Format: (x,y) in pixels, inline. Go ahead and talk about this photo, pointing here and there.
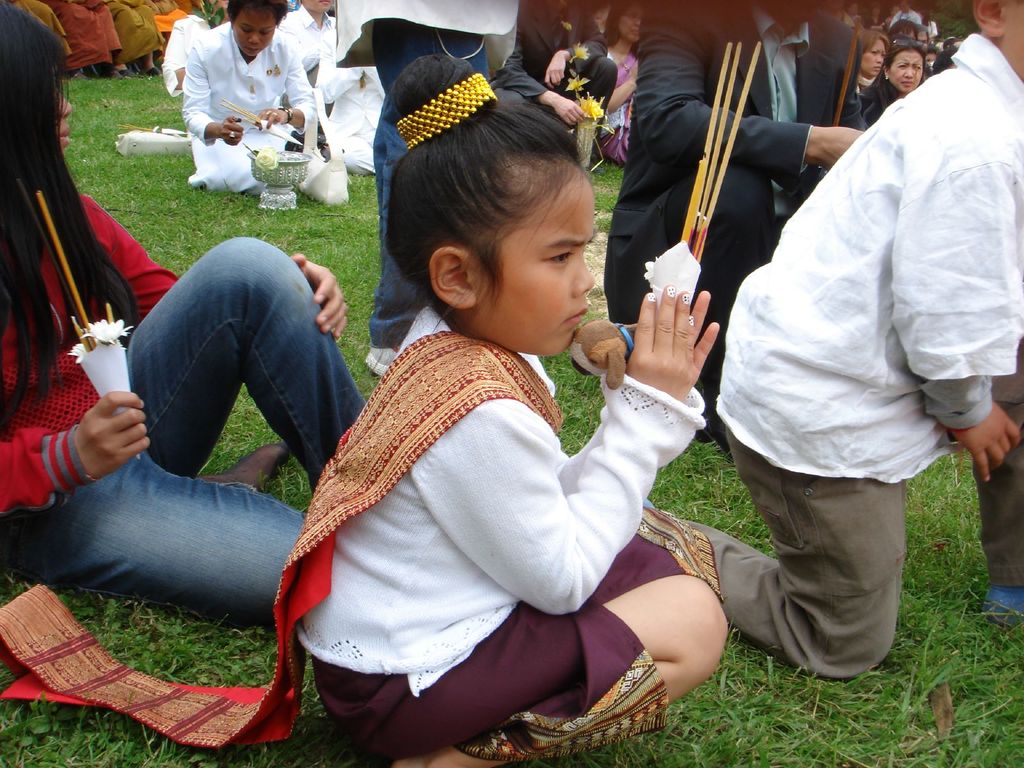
In this image, in the middle (577,507), we can see a girl (546,521) sitting in squat position. On the right side (976,315), we can see a person (993,446). On the left side (13,296), we can also see a woman (74,333) sitting on the grass (167,619). In the background (269,47), we can see group of people (621,19) sitting on the grass (668,468). At the bottom (985,652), we can see a grass (952,644).
